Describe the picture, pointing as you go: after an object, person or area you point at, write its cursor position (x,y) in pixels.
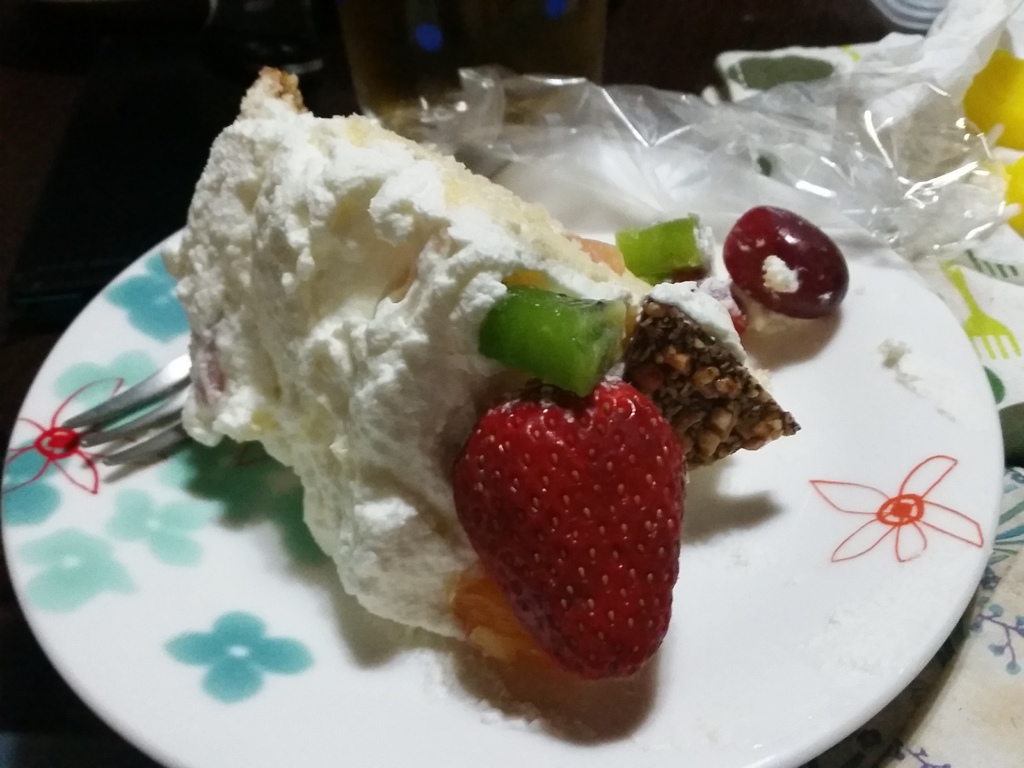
In this image in the center (671,351) there is one plate (772,740), and in that plate (297,483) there is cake (568,262) strawberry (550,487) and some fruits (645,267) and fork (124,408). And in the background (787,114) there are plastic covers (835,115) and some objects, at the bottom (988,575) it looks like a table (957,679).
